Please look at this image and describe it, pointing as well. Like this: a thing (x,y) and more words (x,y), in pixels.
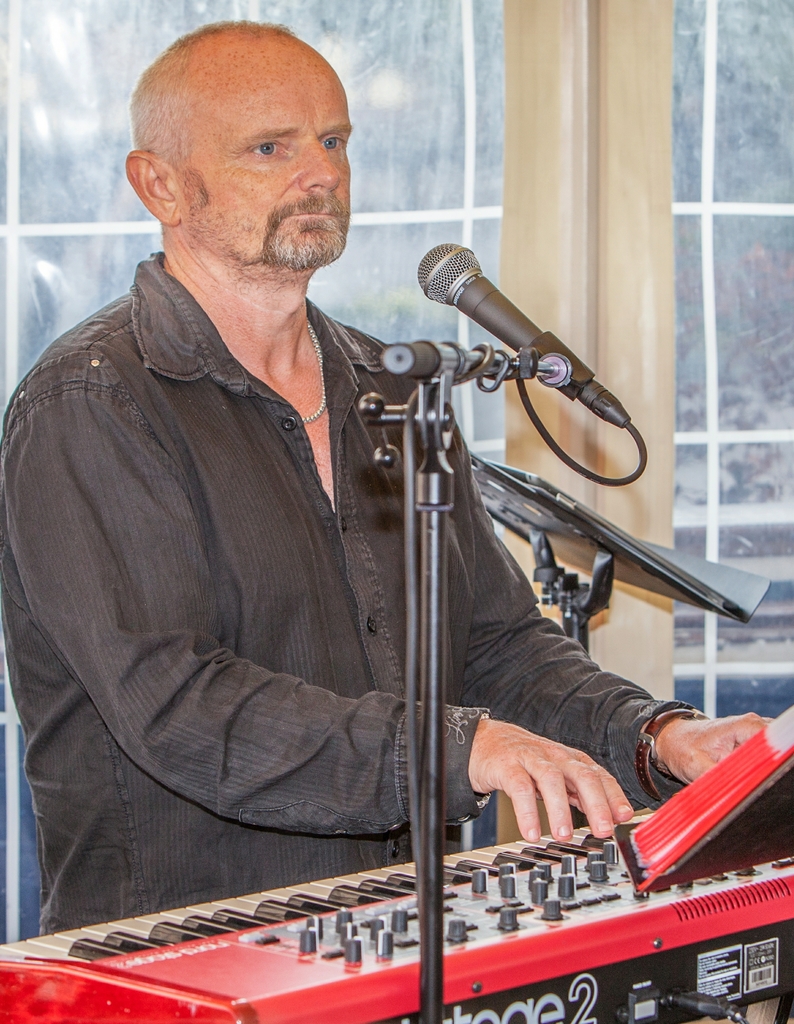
In this picture we can see a man (310,488) is playing a piano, there is a microphone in front of him, on the right side (620,534) there is a music stand (684,570), in the background (496,119) we can see glass (503,84).
